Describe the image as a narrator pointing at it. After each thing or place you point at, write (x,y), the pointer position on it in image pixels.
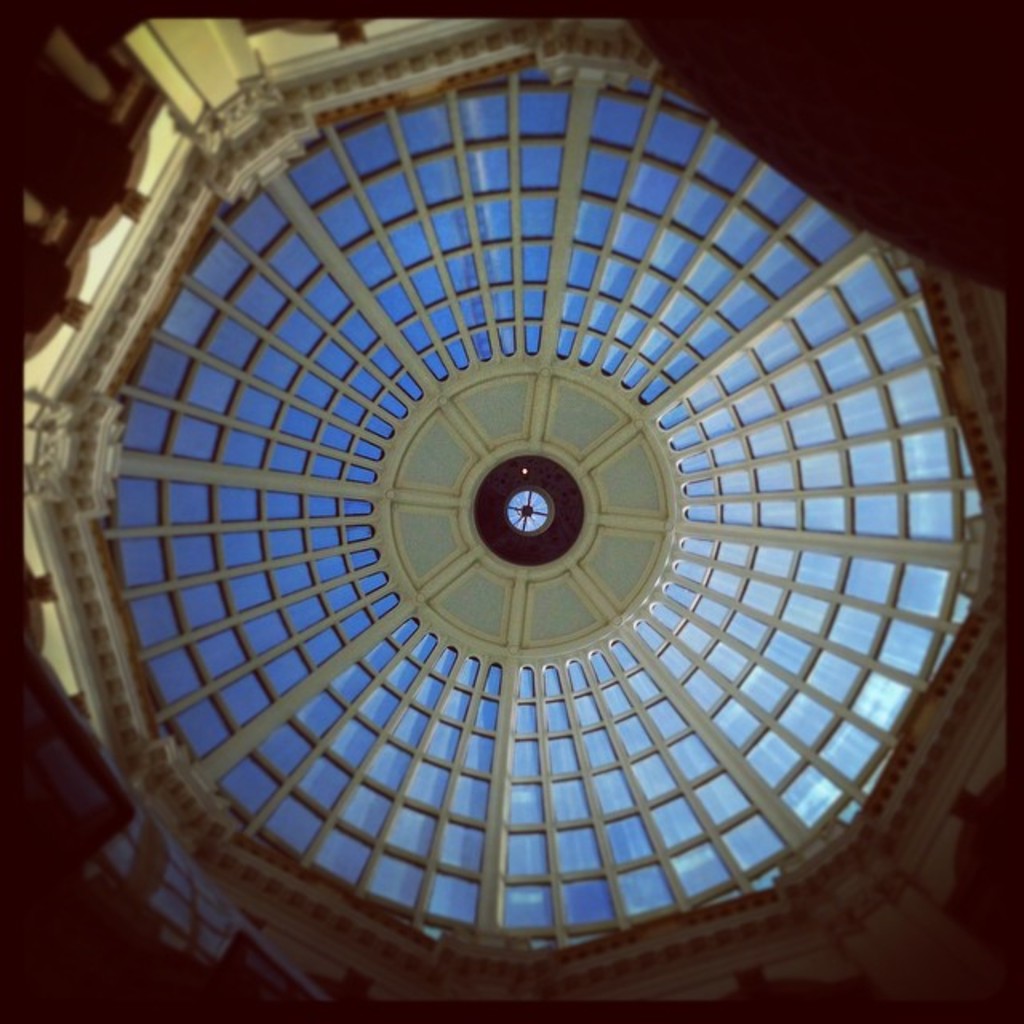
In this picture I can see there is a ceiling (445,382) and it has glass windows (514,804) and there are some pillars (193,95) and a wall (91,285).
